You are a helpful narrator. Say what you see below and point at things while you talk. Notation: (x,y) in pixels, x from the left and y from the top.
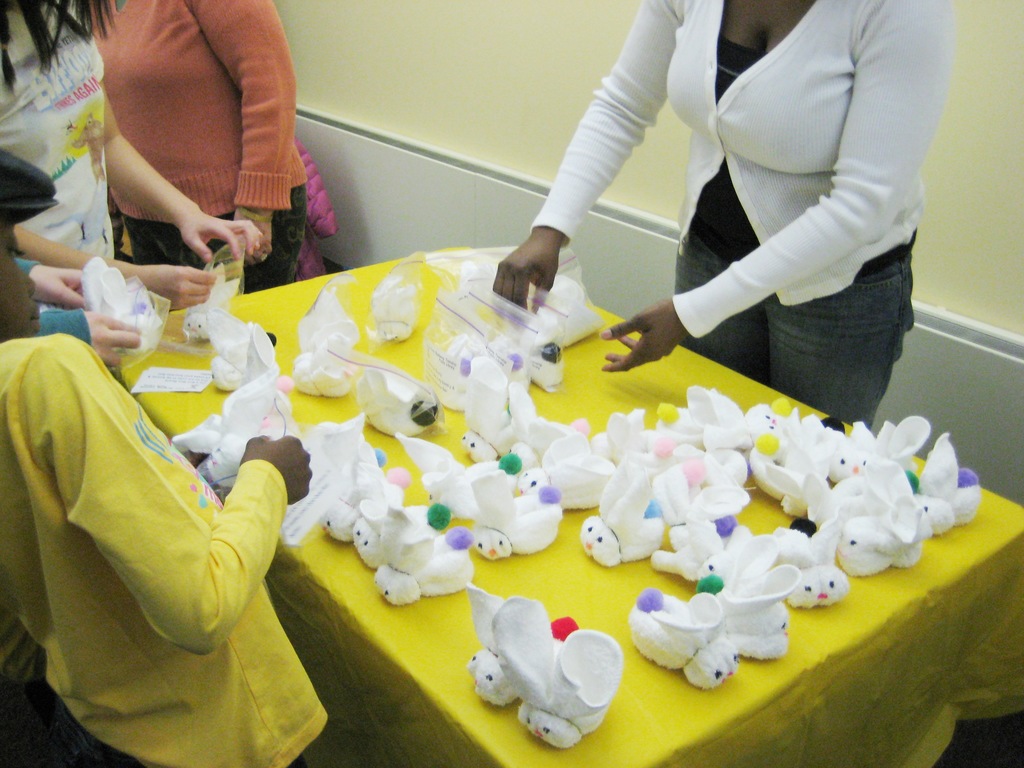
In the picture we can see some persons (124,522) are standing and packing the dolls (740,564) in the packets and in the background (955,270) we can see a wall (578,247).
